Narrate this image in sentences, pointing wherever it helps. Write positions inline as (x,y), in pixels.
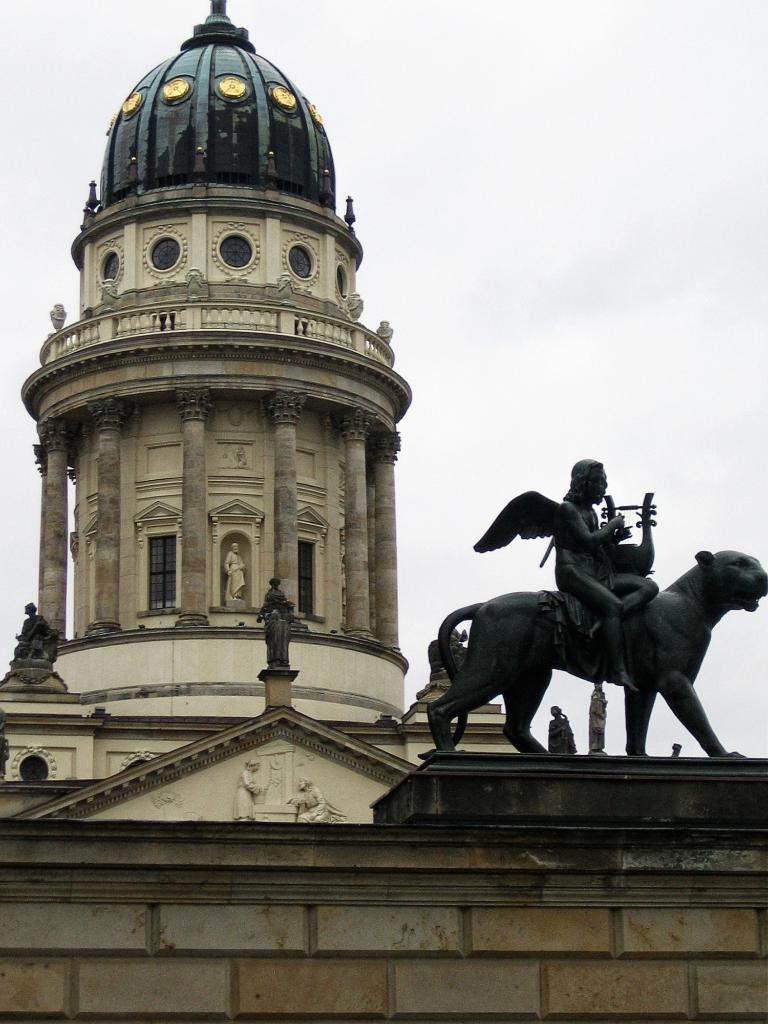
In this image we can see a building (130,464) with pillars (114,450) and statues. In the foreground (567,841) we can see a statue (661,621) on the wall (364,851).
